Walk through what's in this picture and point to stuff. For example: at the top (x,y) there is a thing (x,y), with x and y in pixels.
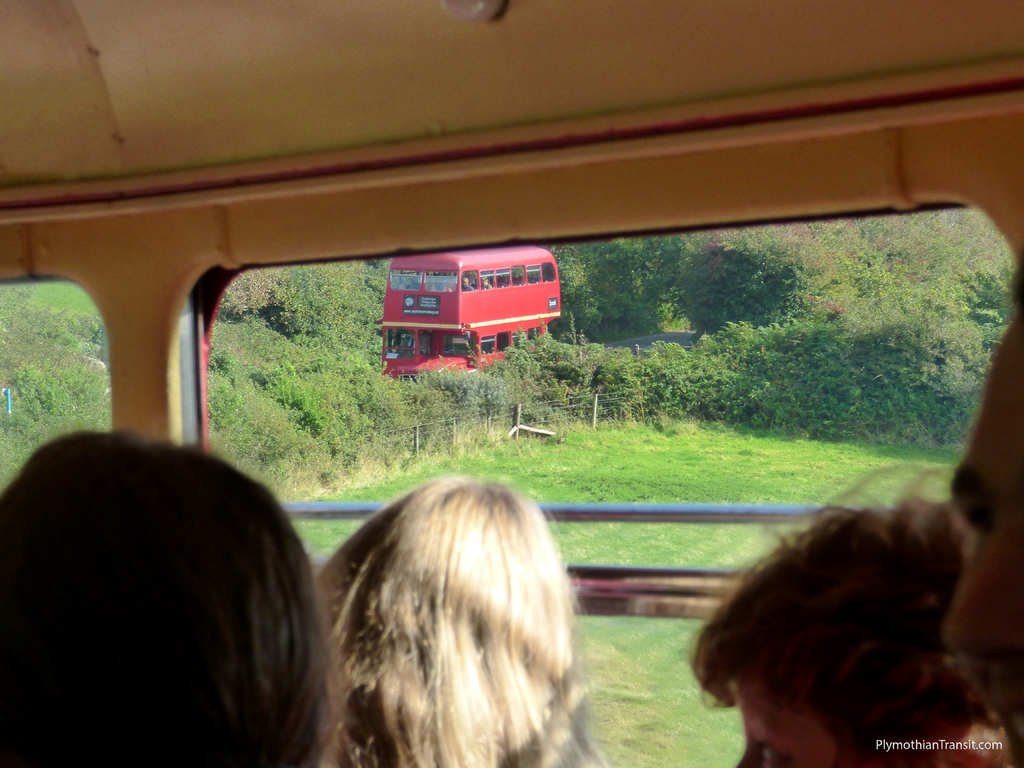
In this picture we can see window (560,430) of a vehicle (579,519) and some people's heads (823,629) in the front (116,641), there is grass (718,485) in the middle (662,495), we can see trees (761,241) and a bus (492,309) in the background (448,332), there is some text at the right bottom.
